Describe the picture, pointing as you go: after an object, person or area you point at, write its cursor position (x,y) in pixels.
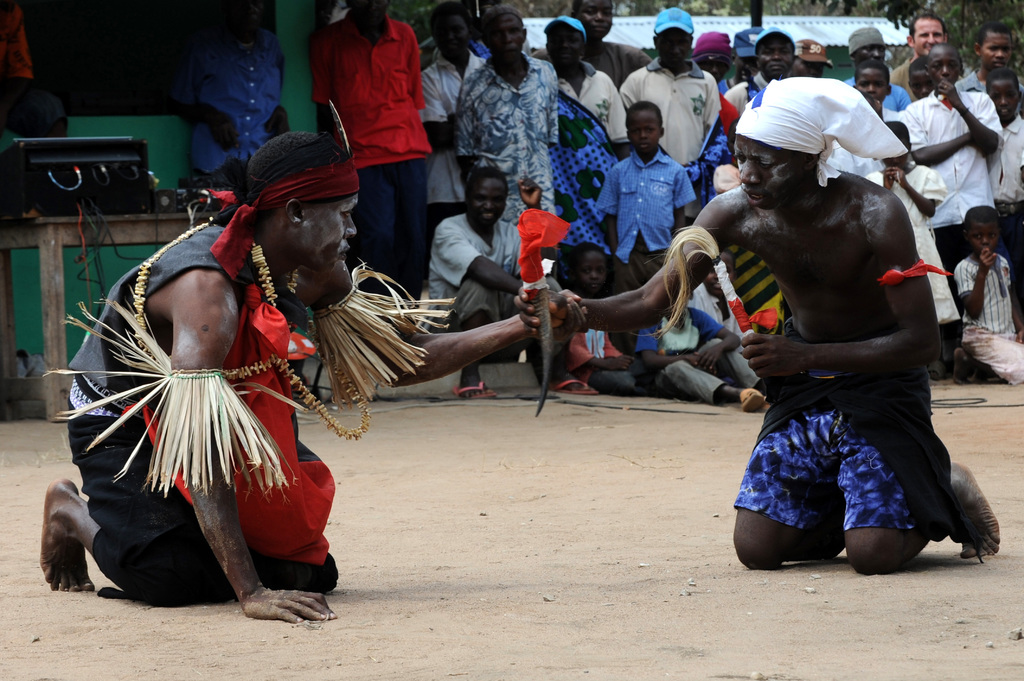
In the image there are two men (282,364) kneeling on the sand floor (532,554) in front of each other, they both are in tribal attire (167,582), at the back (490,198) there are many people (486,134) standing and sitting on the land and looking at the men (818,230) in the front (539,309), on the left side (91,187) there are speakers (53,172) on the table (49,244).
